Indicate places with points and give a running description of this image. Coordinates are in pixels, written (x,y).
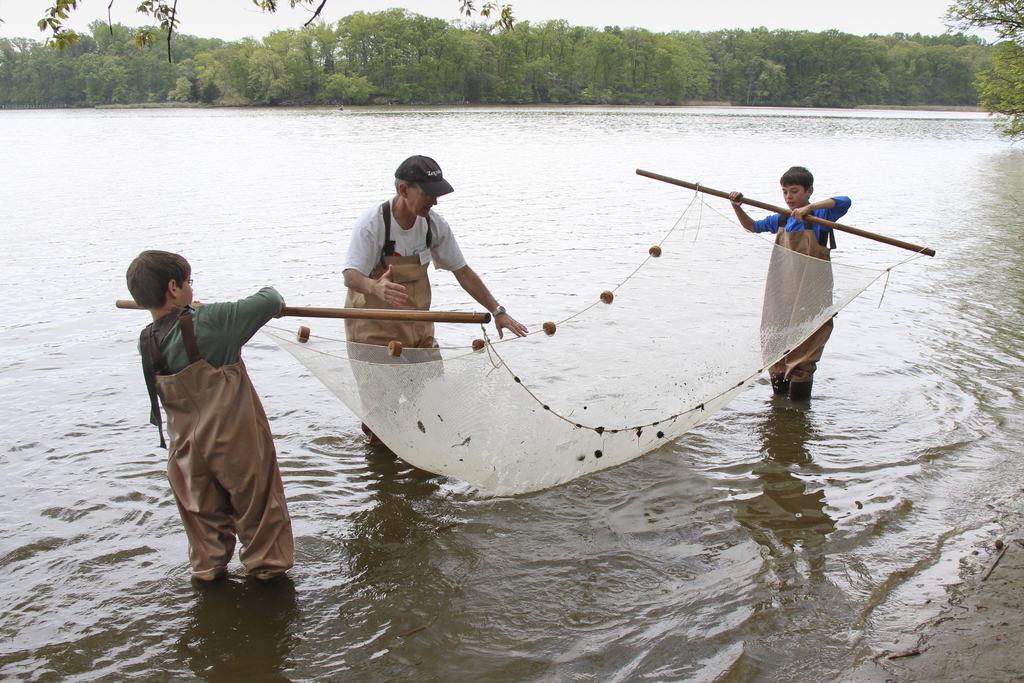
In front of the image there are three people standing in the water (610,512) and they are holding the net (617,388). In the background of the image (86,79) there are trees (455,75). At the top of the image (468,18) there is sky (569,17).
